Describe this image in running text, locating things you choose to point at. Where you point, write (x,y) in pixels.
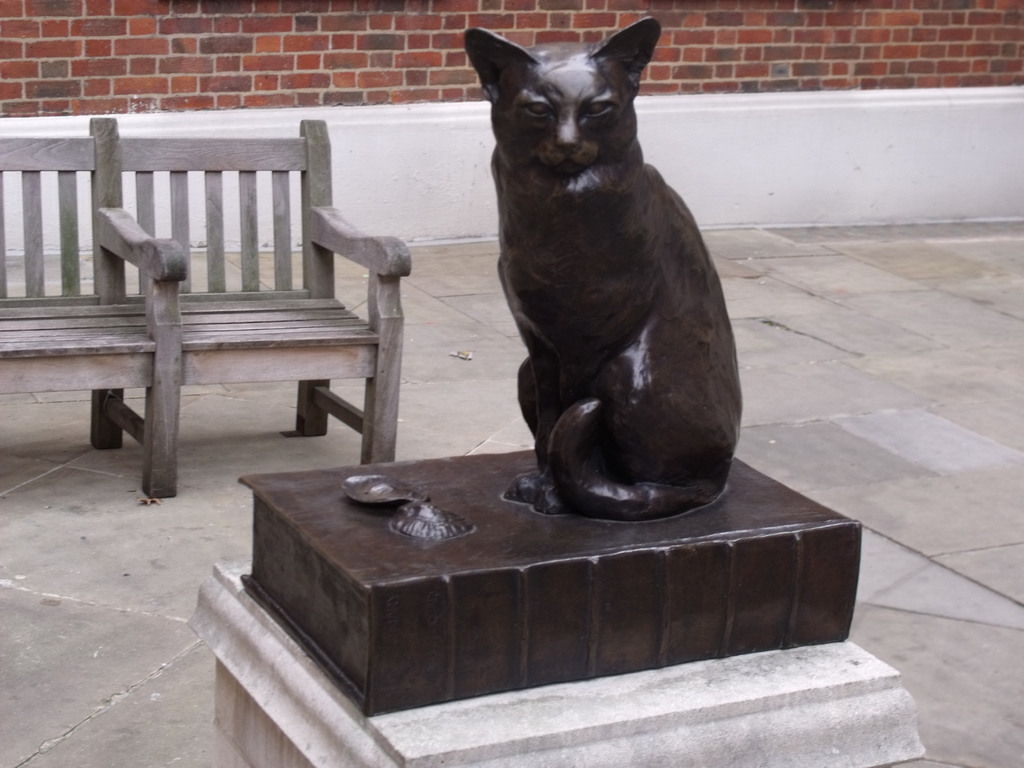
Front there is a sculpture (638,314) in black color. Far there is a bench (243,303). The wall (248,38) is made with bricks (362,74).
